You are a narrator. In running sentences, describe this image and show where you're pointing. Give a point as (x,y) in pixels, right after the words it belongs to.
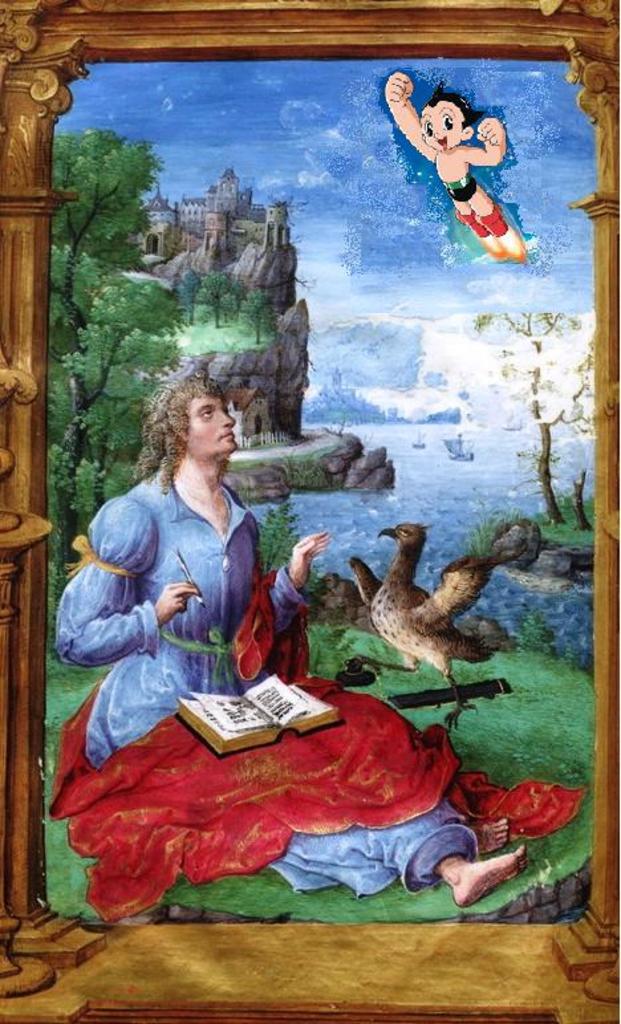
In this image we can see a painting (191,603) where we can see a man (226,617), bird (408,632), a book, trees (220,303) and a sky (333,193).
